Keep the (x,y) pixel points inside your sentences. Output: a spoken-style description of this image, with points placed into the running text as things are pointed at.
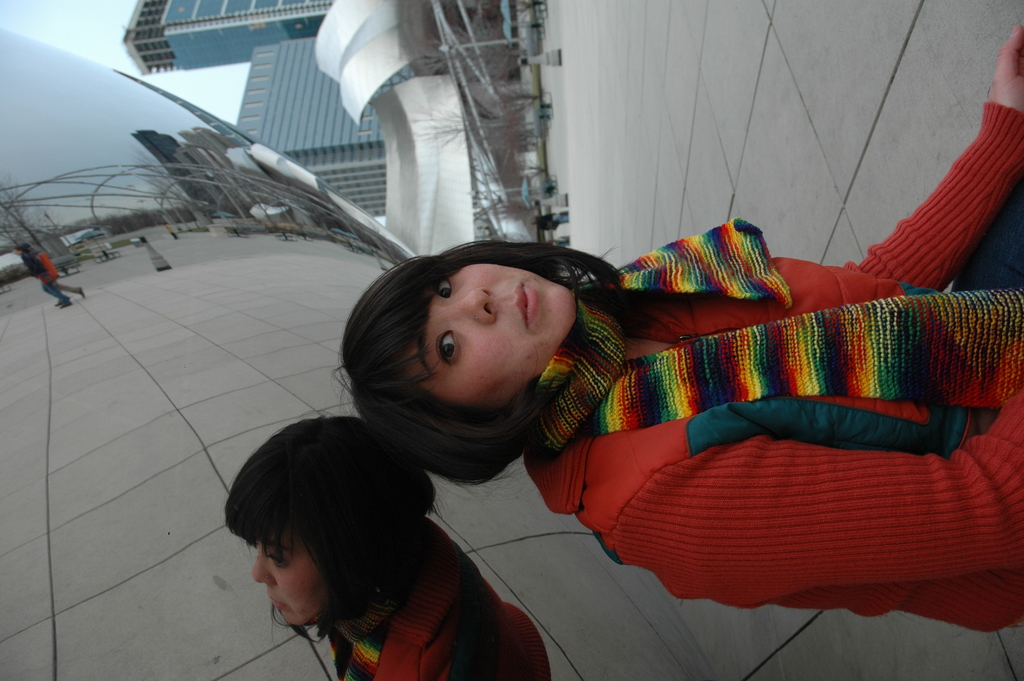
In this image, we can see a woman (996,162) is sitting, at the back (367,180) we can see some buildings (248,12), and background (213,87) is the sky (169,73).
